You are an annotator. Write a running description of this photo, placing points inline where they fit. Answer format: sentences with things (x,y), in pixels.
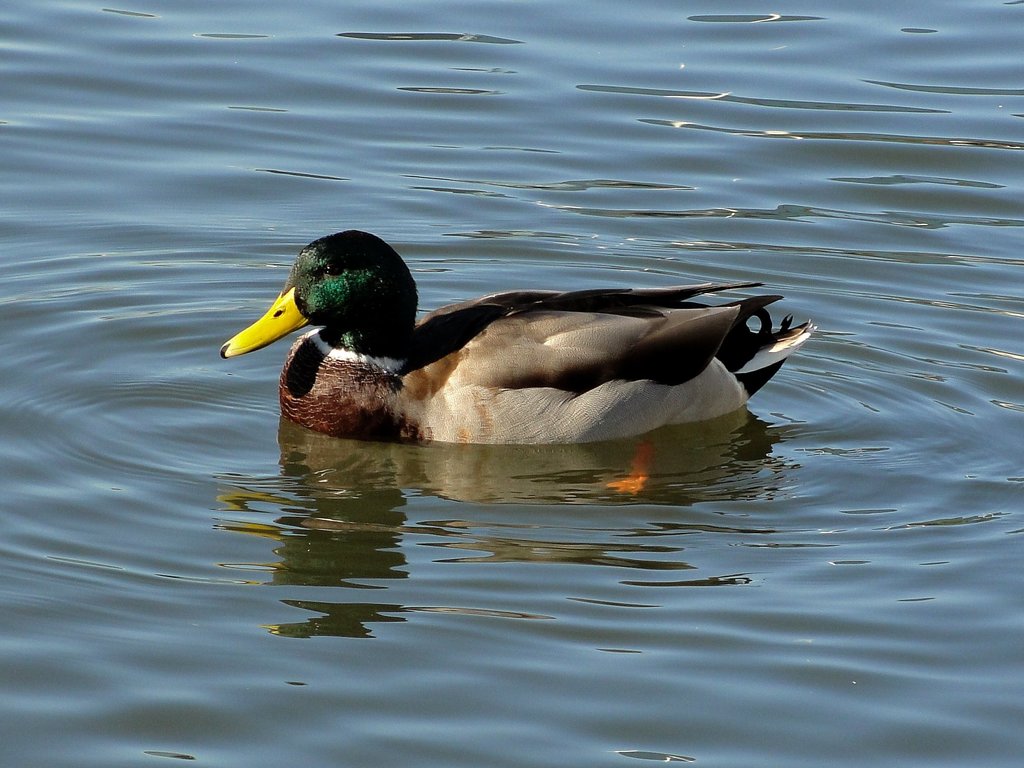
In this image there is one pond (904,557) in that pond (903,579) there is one duck (322,315).
